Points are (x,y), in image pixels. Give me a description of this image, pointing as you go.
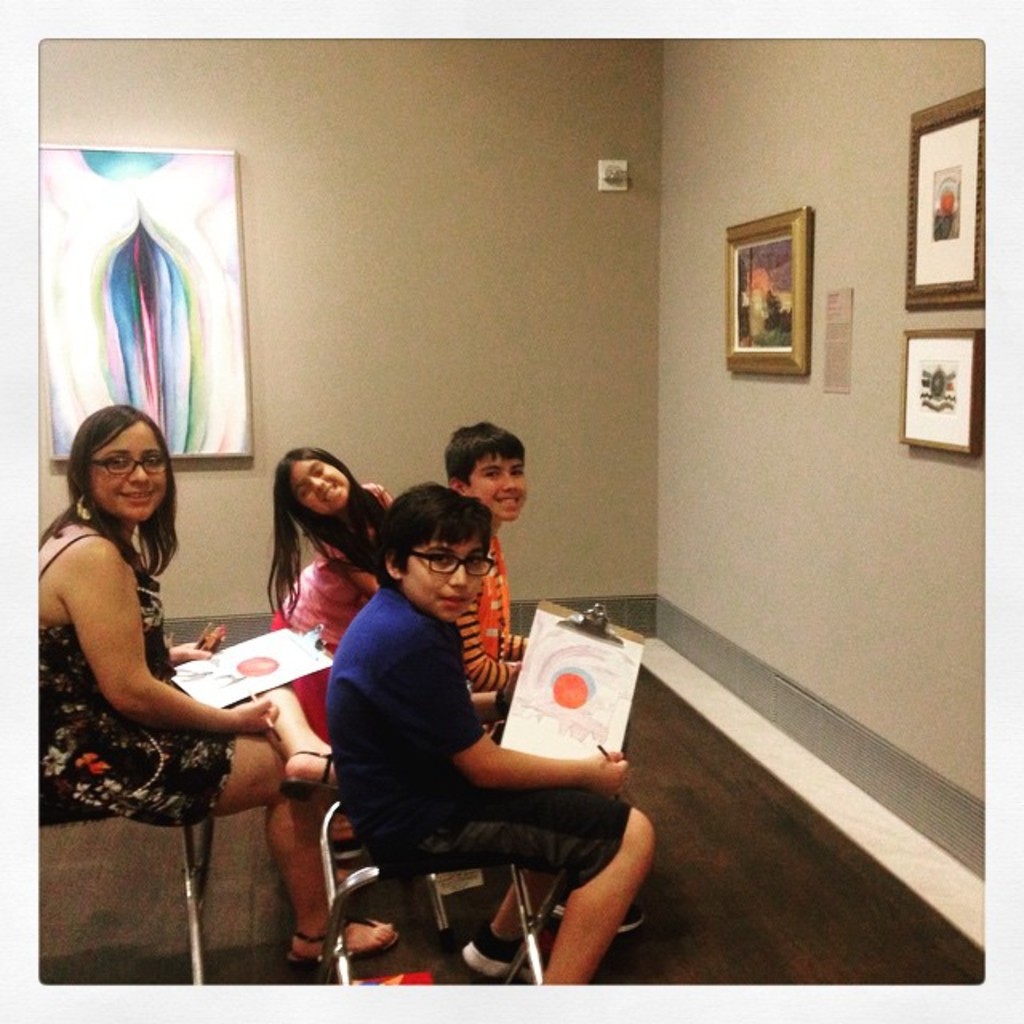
The image is taken in the room (713,584). In the center of the image (349,677) we can see people (348,742) sitting on the chairs (331,868) and holding exam pads (279,685) in their hands (269,721). There are papers (272,670). In the background (124,327) we can see wall frames (787,271) placed on the wall (696,354).
